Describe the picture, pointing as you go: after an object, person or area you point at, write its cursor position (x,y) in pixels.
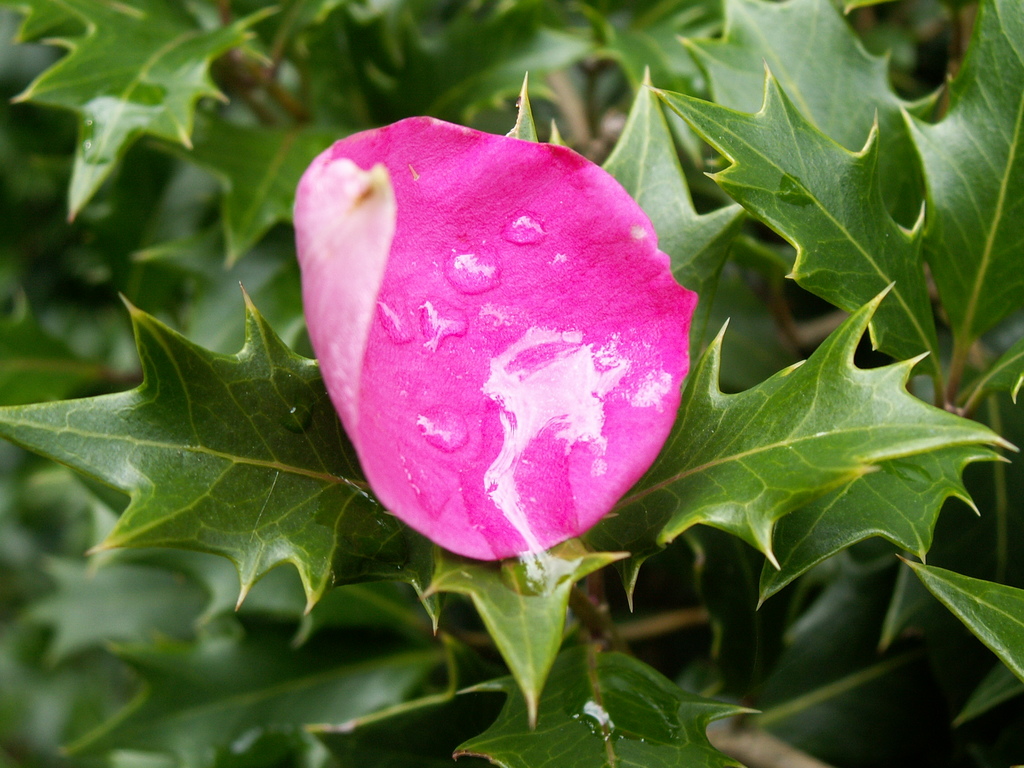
In the image we can see there is a rose petal (540,386) on the plant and there are dew drops (531,236) on the rose petal (473,340).
